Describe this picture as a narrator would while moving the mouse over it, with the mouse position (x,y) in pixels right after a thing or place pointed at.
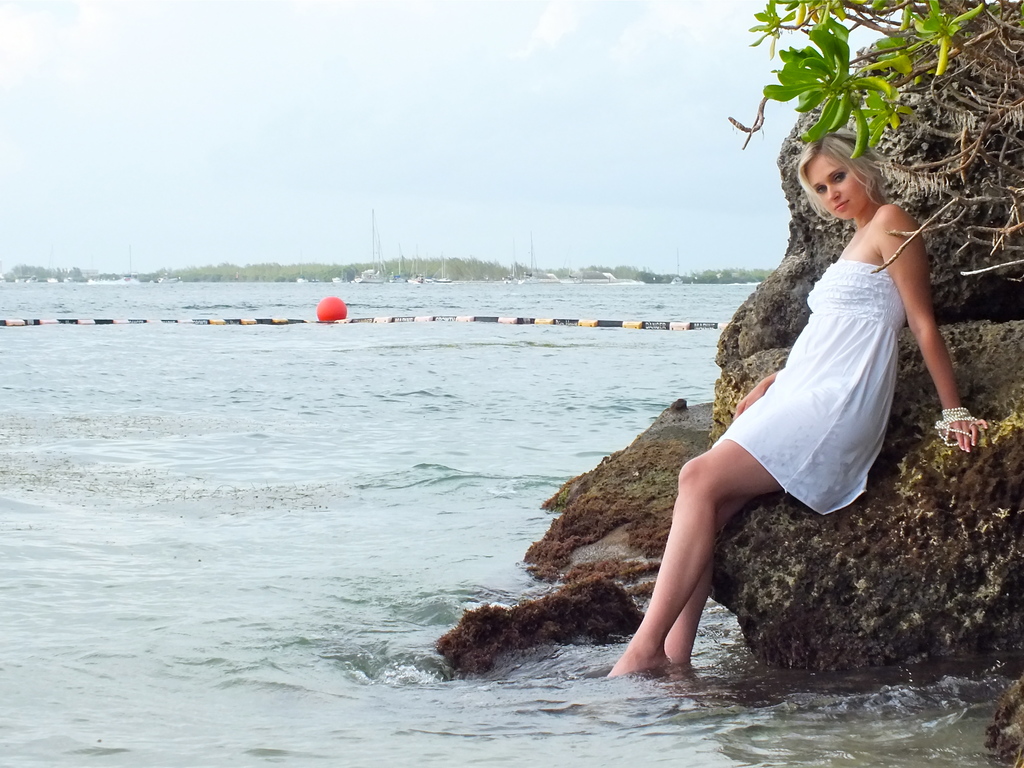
In this picture there is a woman (877,360) who is wearing white dress (845,318). She is sitting near to the water (803,689) and stones (1000,304). In the top right corner (826,78) there is a tree (813,78). In the background (259,268) i can see the poles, boards (530,271), trees (289,276) and water (287,293). At the top (643,121) i can see the sky (412,100) and clouds (663,27).
